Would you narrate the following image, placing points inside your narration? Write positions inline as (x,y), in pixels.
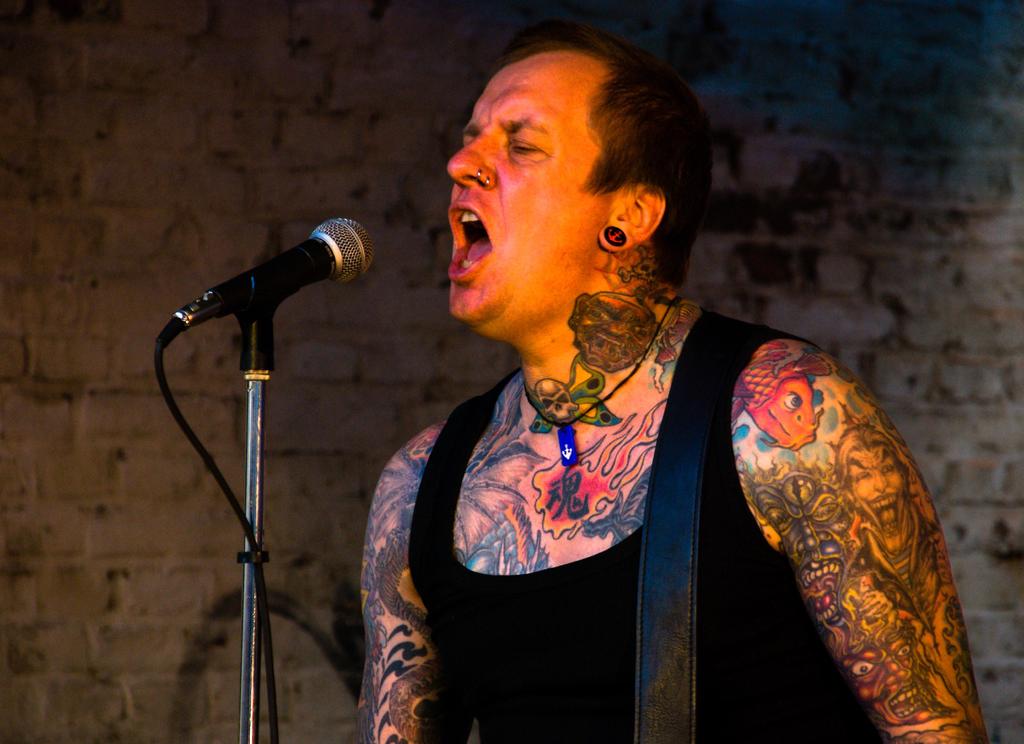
In this image I can see the person (567,614) singing in front of the microphone (303,258) and I can also see few tattoos (756,508) to the person's body (813,495). In the background (235,350) the wall (235,350) is in white and black color.
